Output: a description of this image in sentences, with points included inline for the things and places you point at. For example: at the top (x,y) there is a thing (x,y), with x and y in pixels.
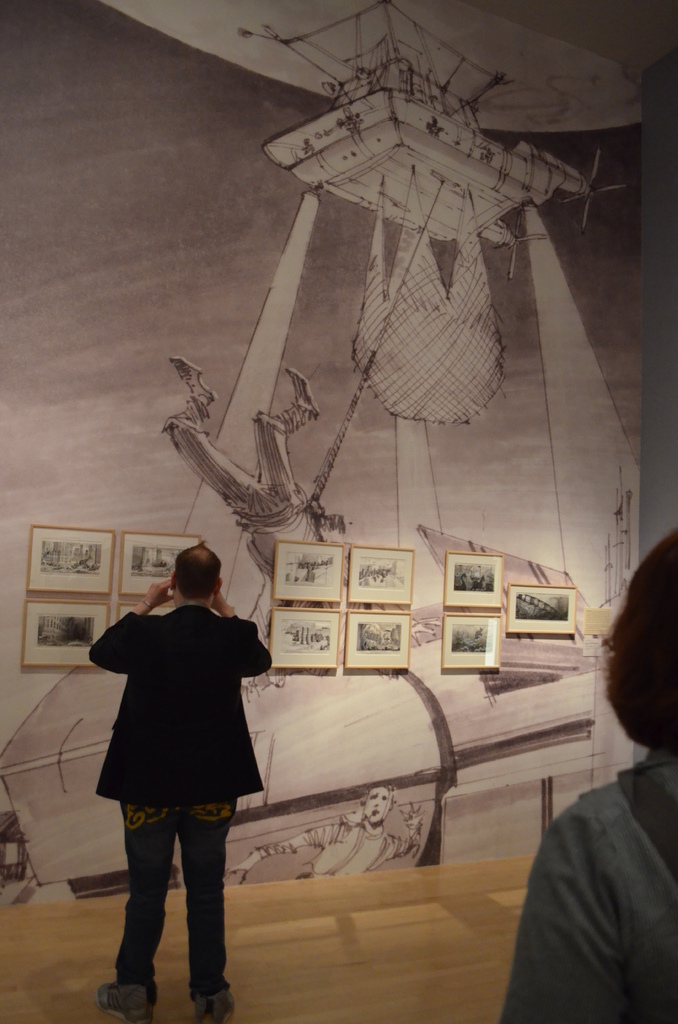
In this image we can see a person (207,779) standing on the floor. Behind the person (172,616) we can see a wall (137,373). On the wall (126,471) we can see the painting (237,415) and photo frames (68,658). In the bottom right (627,831) we can see another person (557,876).
